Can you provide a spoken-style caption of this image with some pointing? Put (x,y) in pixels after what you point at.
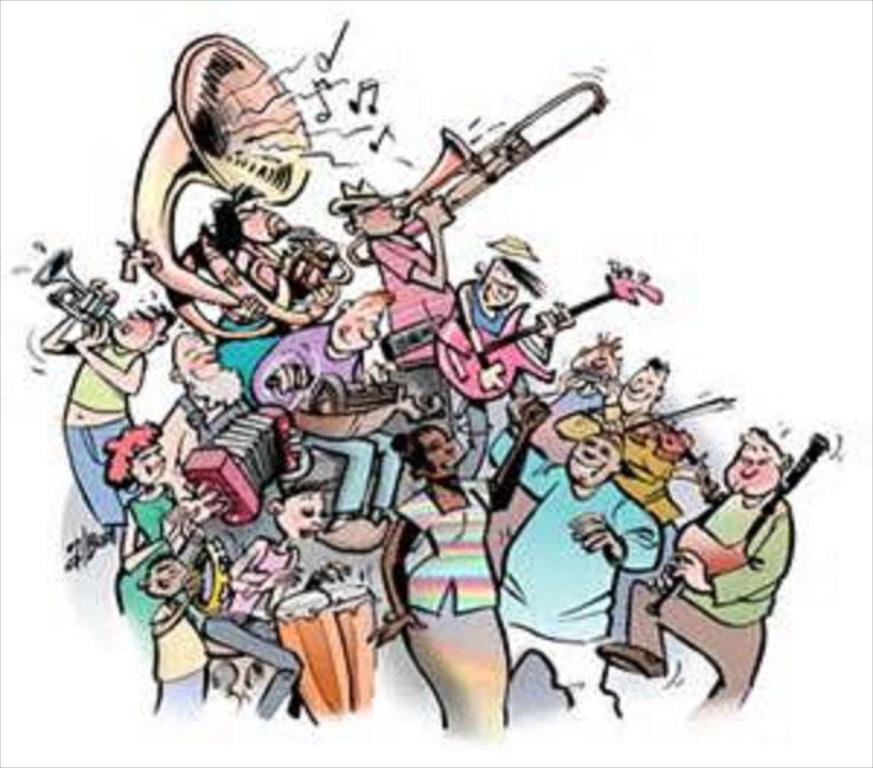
This image is a painting. In this image we can see persons (531,553) and musical instruments (357,379).
